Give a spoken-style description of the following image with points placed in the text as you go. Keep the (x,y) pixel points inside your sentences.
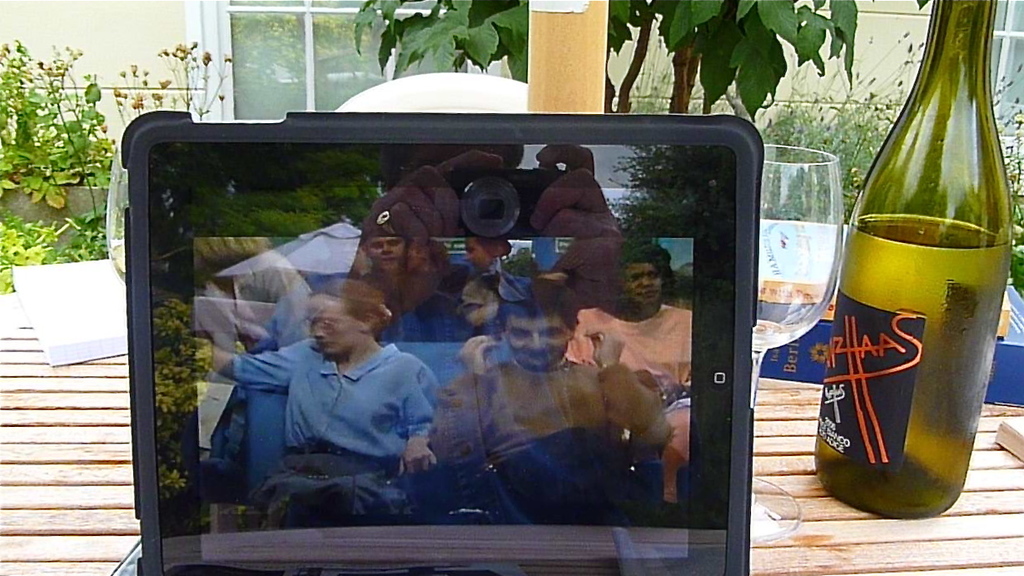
In this image I see an electronic device (647,160), in which there is a picture (672,244) playing in it and I see 2 glasses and a bottle (975,62) on the table (908,557). In the background (70,255) I see few plants (22,236), windows (266,34) and the wall (802,87).
